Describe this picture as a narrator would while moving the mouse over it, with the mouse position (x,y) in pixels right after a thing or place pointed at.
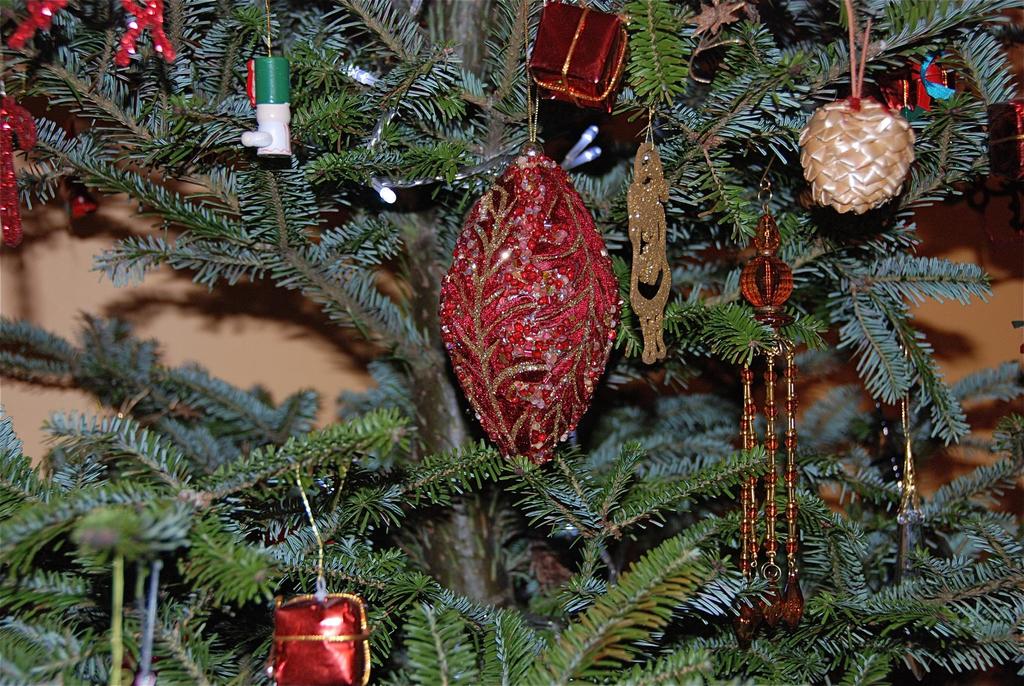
In this image I can see a tree (308,404) and on it I can see decorations (58,5).
